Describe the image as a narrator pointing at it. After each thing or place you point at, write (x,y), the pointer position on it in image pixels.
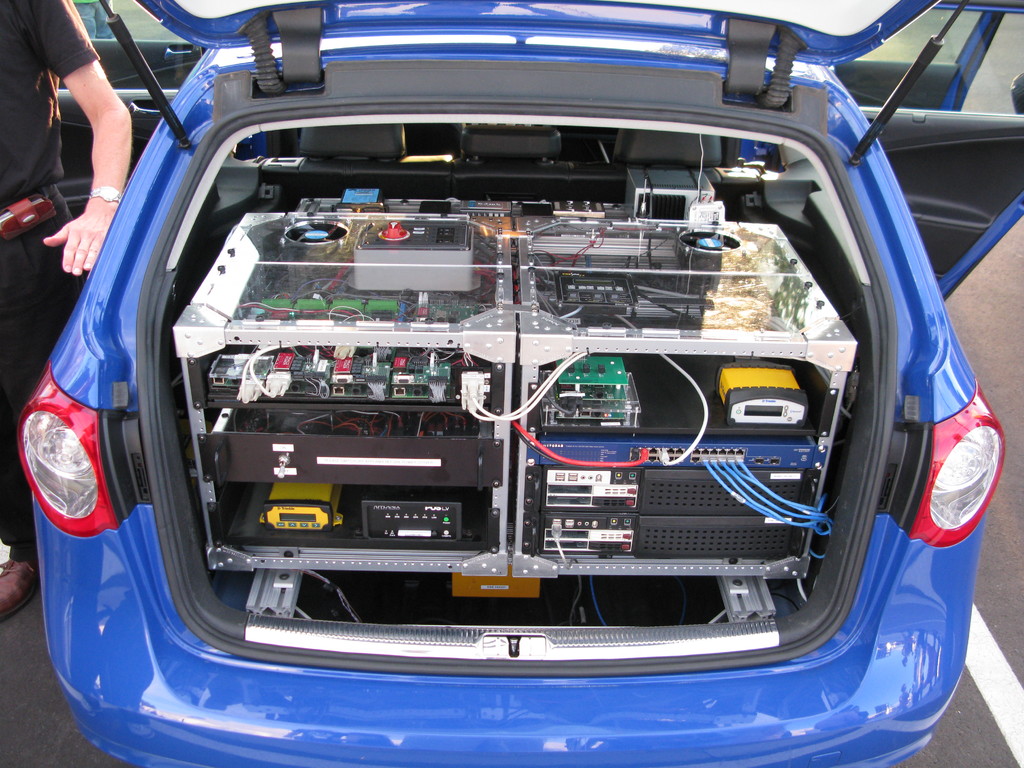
It is a car (984,12) which is in blue color, there are electronic instruments (663,299) in this.
